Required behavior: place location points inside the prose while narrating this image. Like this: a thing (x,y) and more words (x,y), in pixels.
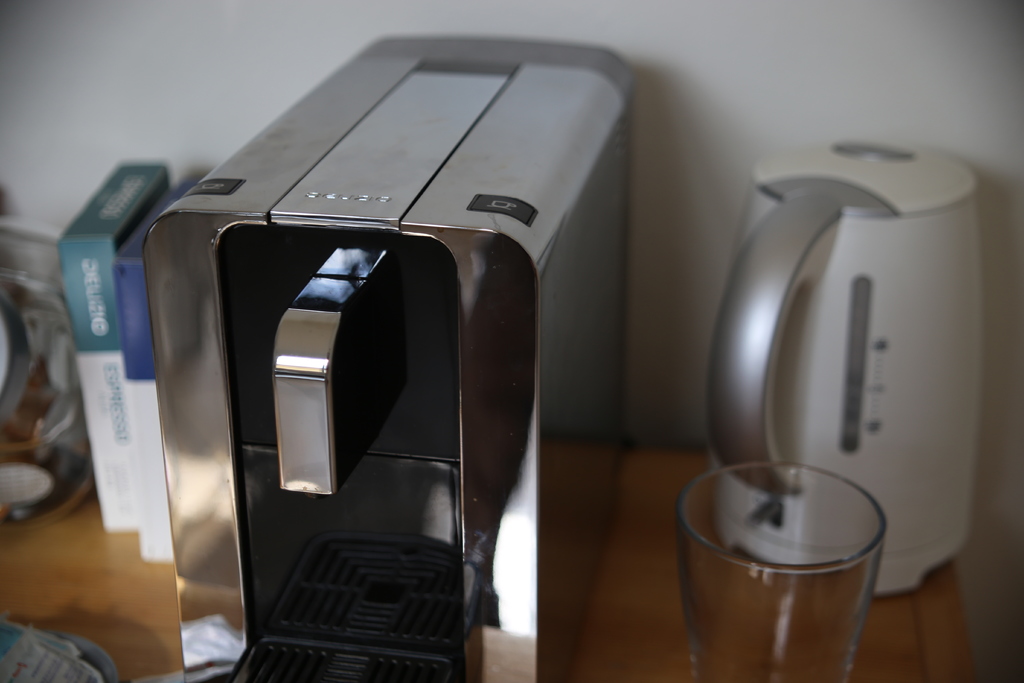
In this picture I can see a machine (218,616), kettle (782,322), glass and some other objects (74,664) on the table (621,666), and in the background (677,127) there is a wall (978,86).
